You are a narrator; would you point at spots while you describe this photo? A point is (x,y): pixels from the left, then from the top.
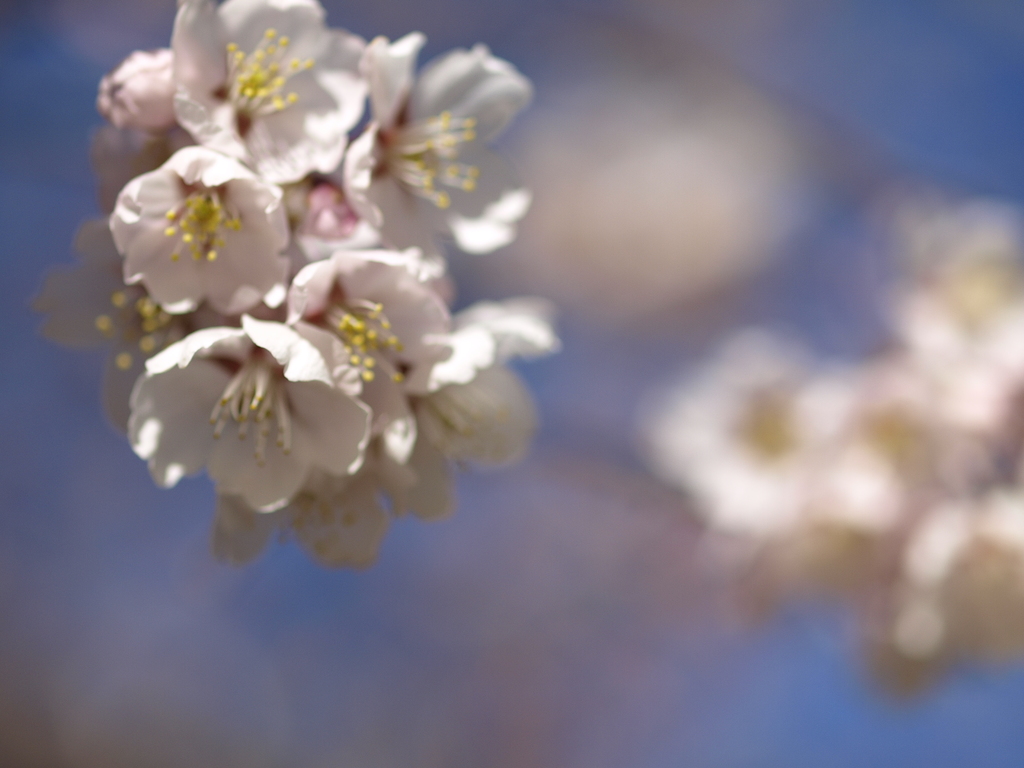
On the left (306,228) we can see small flowers (278,237). In the background (189,645) the image is blur.
